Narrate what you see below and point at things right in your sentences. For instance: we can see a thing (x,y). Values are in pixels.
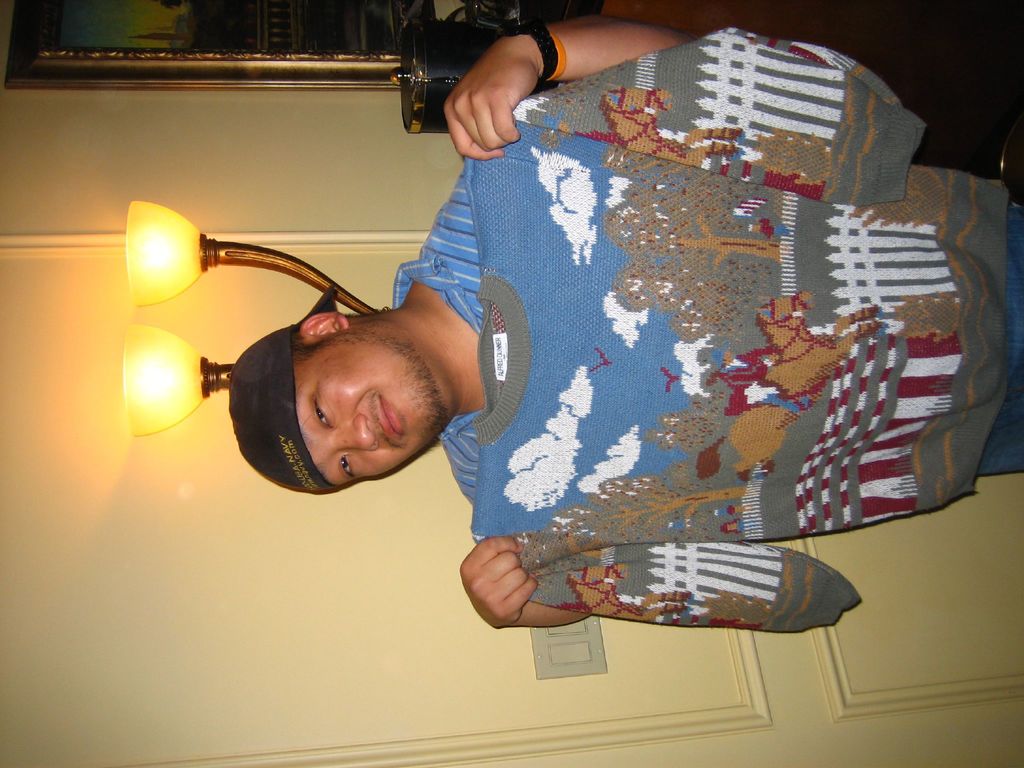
In the picture we can see a man (366,430) standing and holding a sweater (863,265) and he is with the black color cap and behind him we can see a wall (258,635) and near it, we can see a stand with two lamps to it and beside it we can see a photo frame (142,67) and a painting (112,12) in it.
